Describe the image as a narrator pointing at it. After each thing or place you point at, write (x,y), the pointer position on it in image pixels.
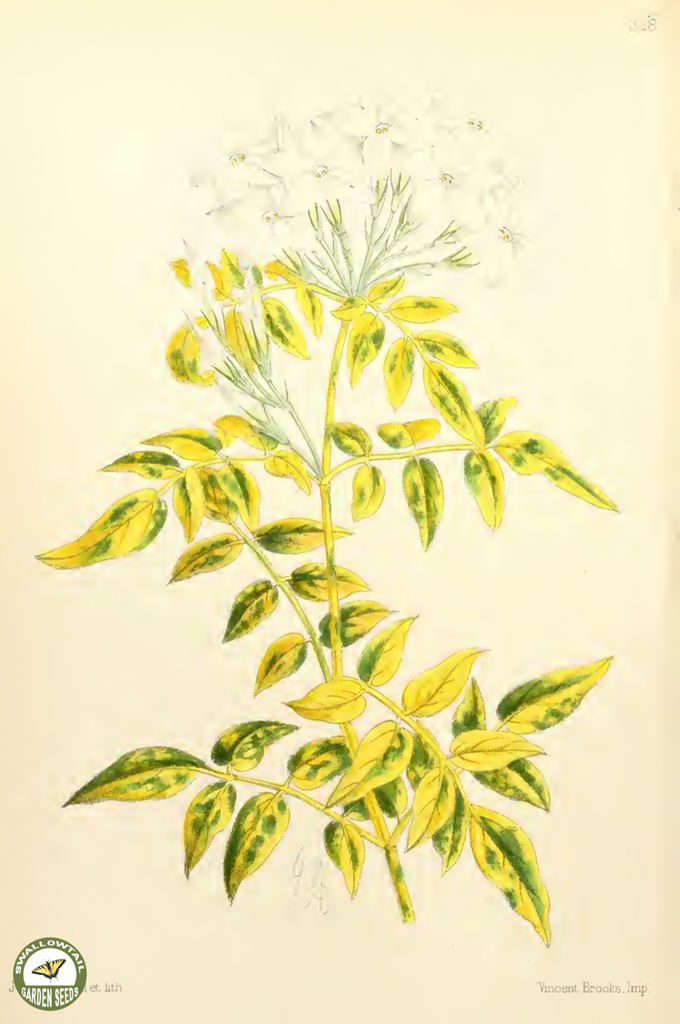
In this image we can see a poster (315,453) on which we can see a plant (256,388) and we can also see a logo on the left side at the bottom (84,977).
